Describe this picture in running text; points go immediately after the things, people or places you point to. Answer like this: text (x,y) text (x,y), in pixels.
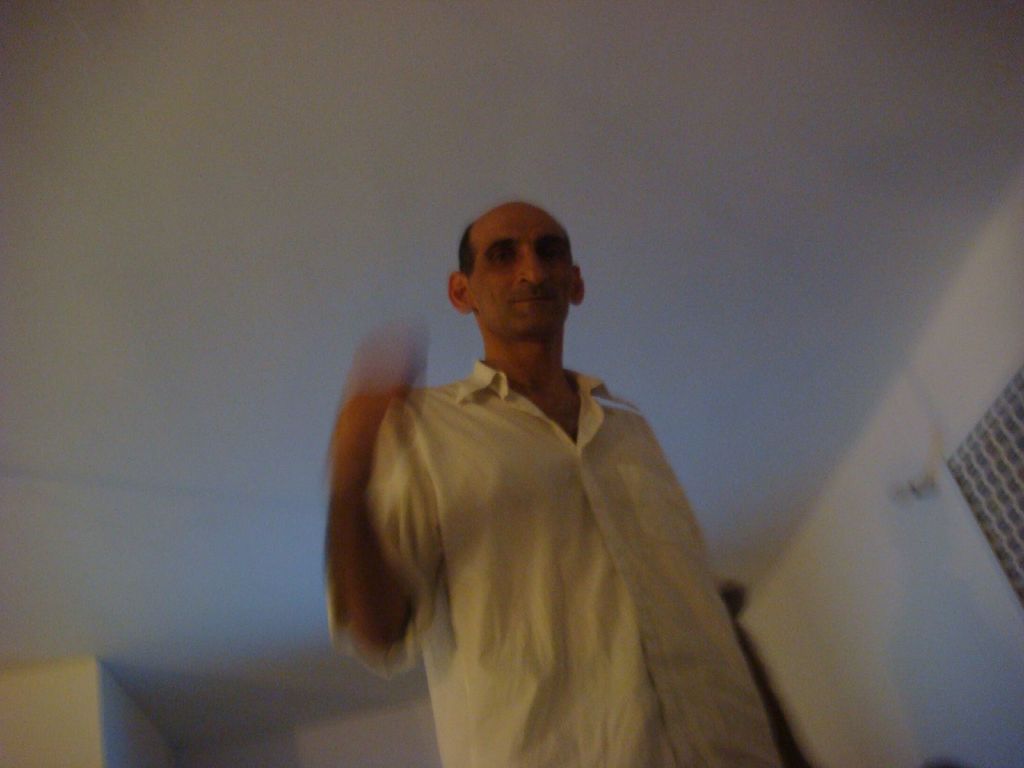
In this image I see a man (515,425) who is wearing a shirt (493,553) and I see that it is blurred over here. In the background (117,445) I see the white wall (933,733).
